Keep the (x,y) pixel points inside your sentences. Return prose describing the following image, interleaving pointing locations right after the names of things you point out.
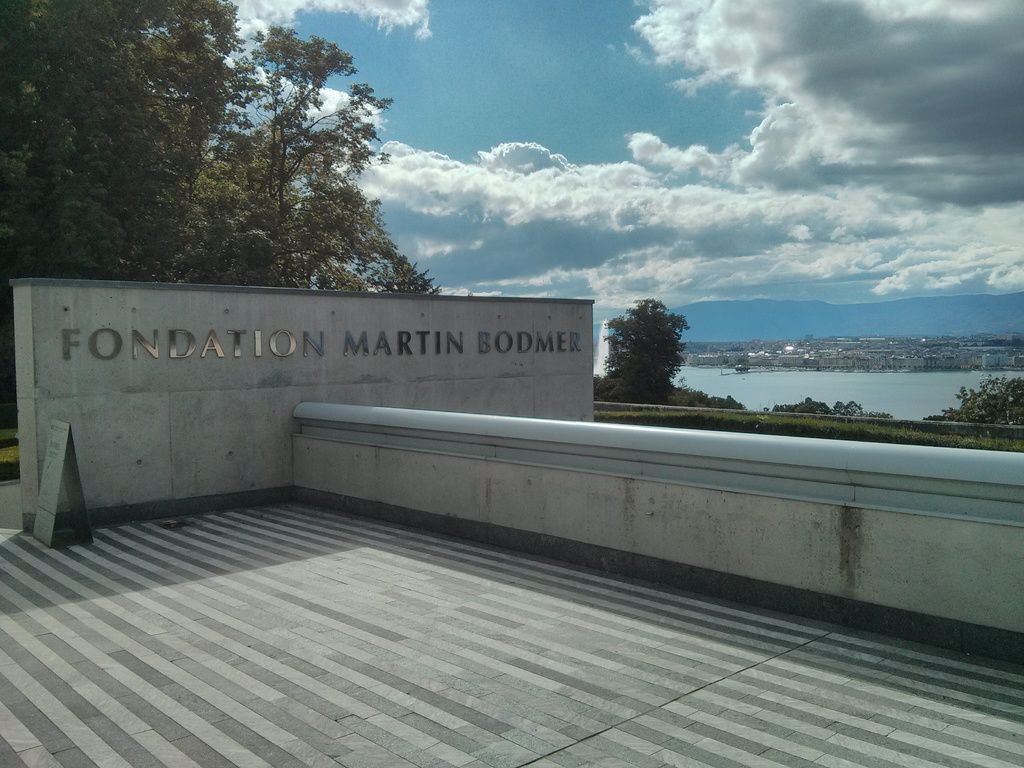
In the image we can see a wall (577,415), on the wall (442,389) there is a text (322,348). These are the trees (151,56), water (859,382) and a cloudy sky (755,190), this is a floor (361,703).
